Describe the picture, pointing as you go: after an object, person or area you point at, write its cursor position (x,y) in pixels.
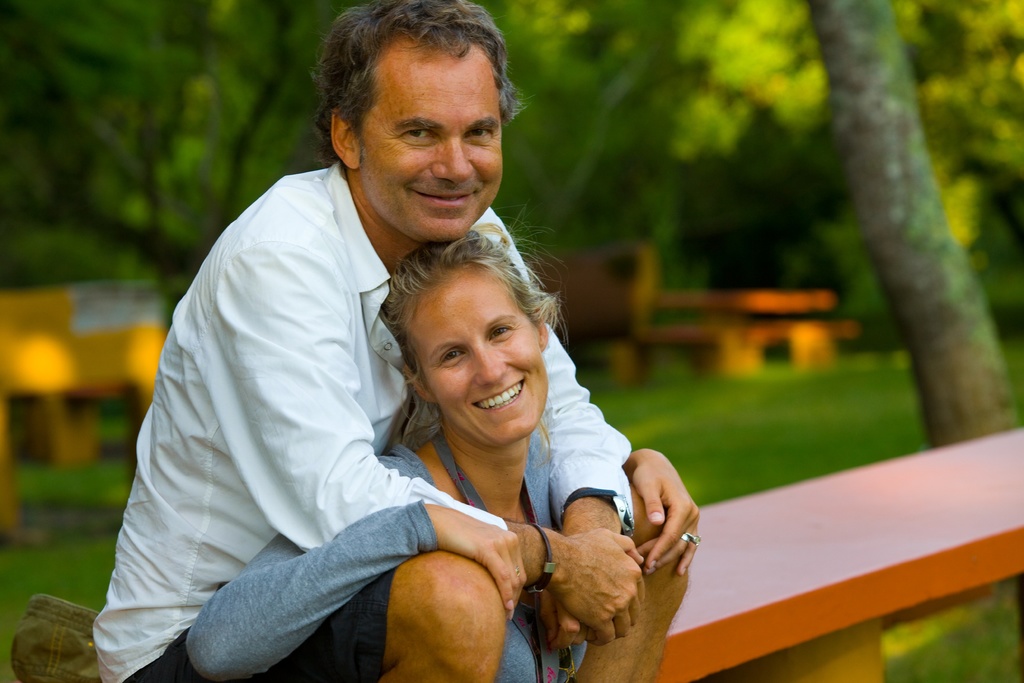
Here I can see a woman (518,497) and a man (229,395) sitting on a bench (708,616), smiling and giving pose for the picture. The man (325,372) is wearing white color shirt (359,369) and women (505,679) is wearing a t-shirt (359,546). In the background (722,80), I can see some trees (658,115) and benches (696,309). On the right side (850,141) there is a tree trunk (927,282). At the bottom of the image (931,659) I can see the grass (946,658) in green color.
